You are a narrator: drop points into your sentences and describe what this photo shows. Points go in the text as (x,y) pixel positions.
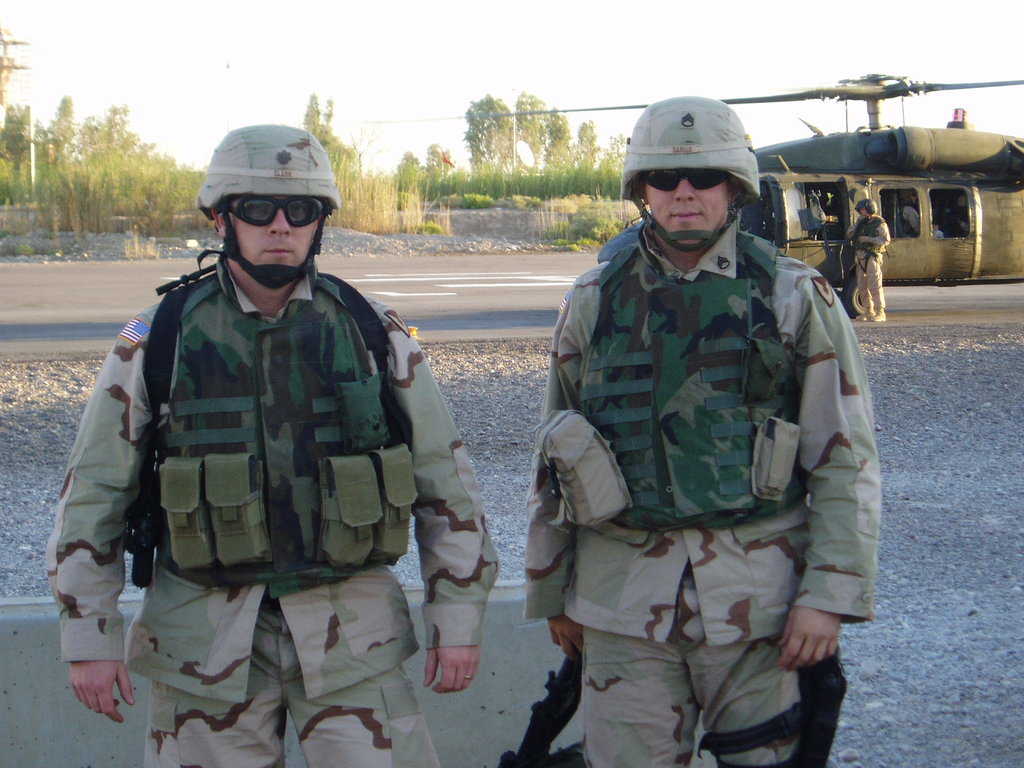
In this image, I can see three persons (812,521) standing. On the right side of the image (835,245), there is a helicopter (902,243) on the runway (549,280). In the background (75,170), I can see trees (591,157), plants (88,170) and there is the sky (422,65).
